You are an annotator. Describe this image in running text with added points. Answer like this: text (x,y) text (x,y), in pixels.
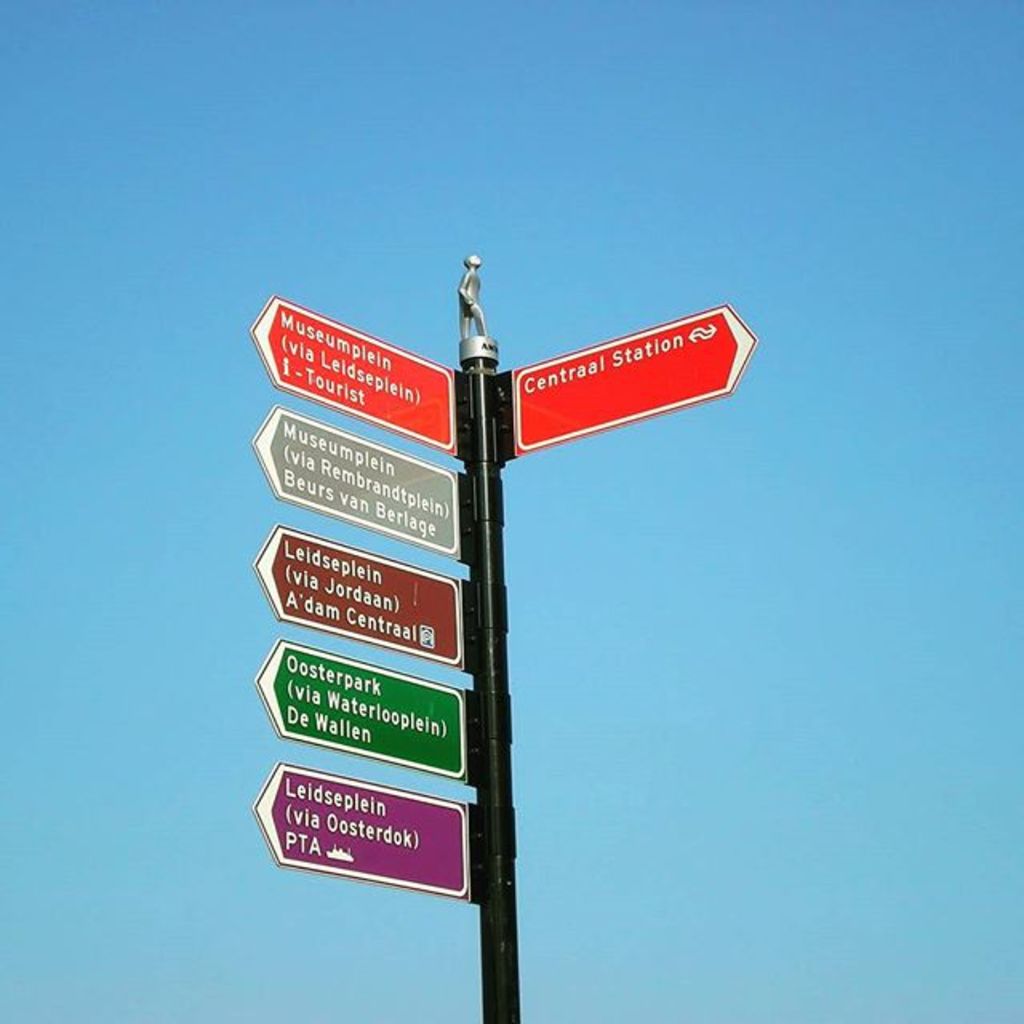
In this image there is a pole (487,656) truncated towards the bottom of the image (497,686), there are boards (325,379) attached to the poles (481,433), there is text (331,371) on the board (339,447), there is a statue (476,288) of a person (472,258) on the pole (464,361), the background of the image (436,239) is blue in color.
